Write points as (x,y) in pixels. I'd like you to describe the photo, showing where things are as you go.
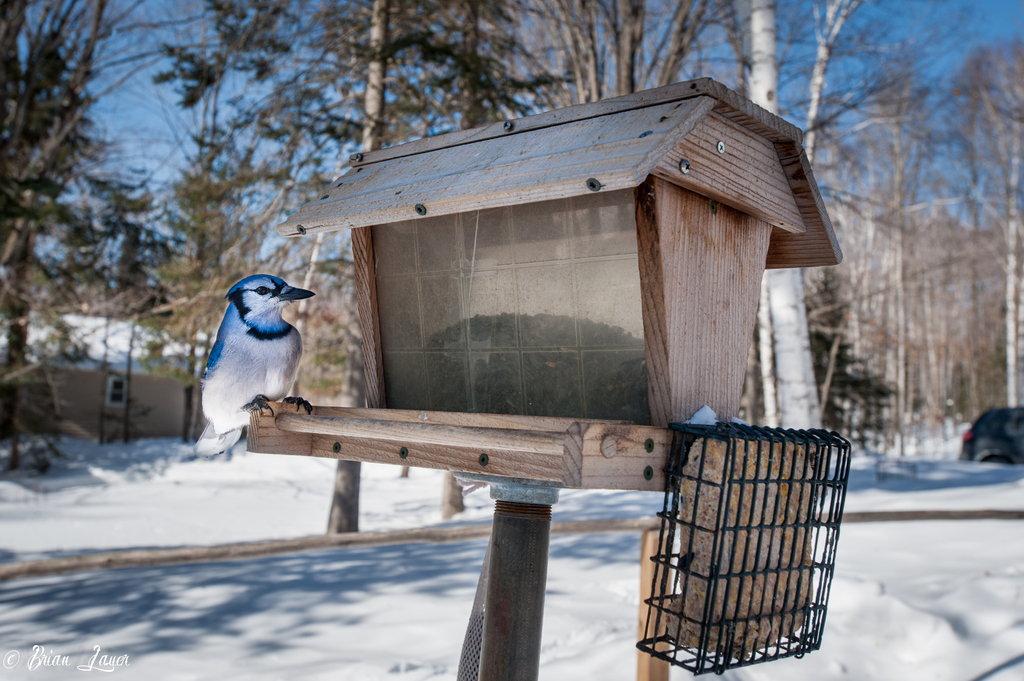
This picture shows there is a brown color small bird house (538,411) is placed on the pipe (509,542). Beside we can see a bird (273,358) sitting. In the background (157,138) we can see dry trees (196,234) and snow (409,624) on the ground (593,630).
